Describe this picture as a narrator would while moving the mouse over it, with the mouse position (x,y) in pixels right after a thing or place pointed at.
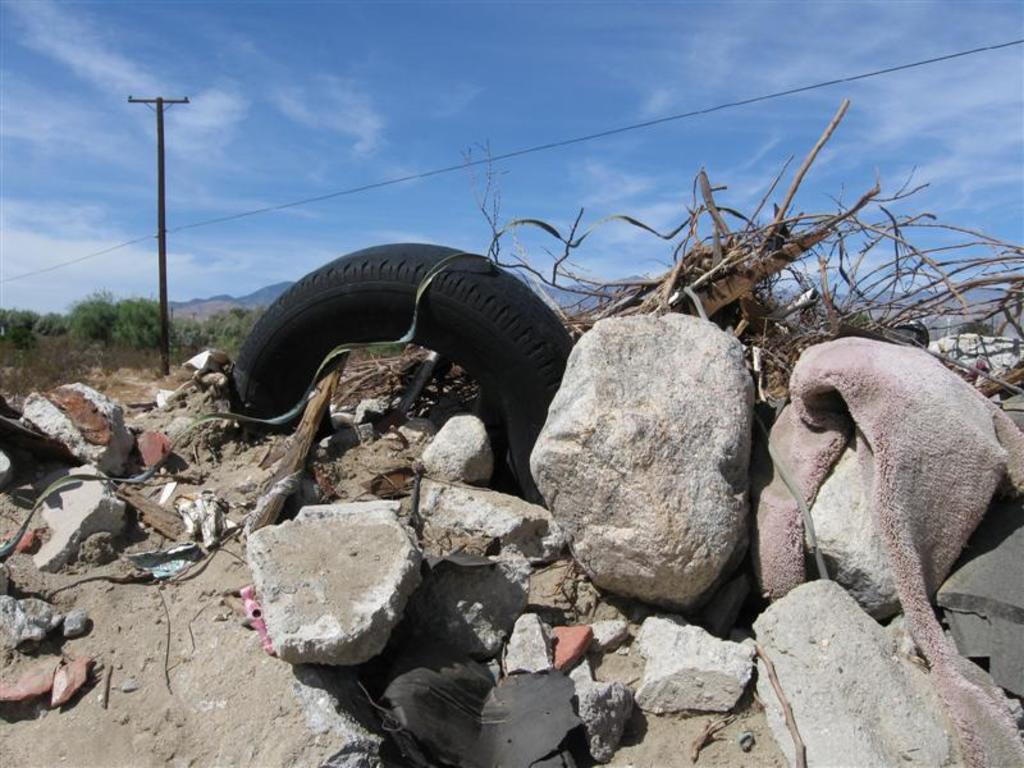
In this picture I can see there is a tire (420,271), rocks (660,337), twigs (651,311) and there are few trees (210,324) in the backdrop (190,318), there is an electric pole (161,197) and the sky (186,206) is clear.
